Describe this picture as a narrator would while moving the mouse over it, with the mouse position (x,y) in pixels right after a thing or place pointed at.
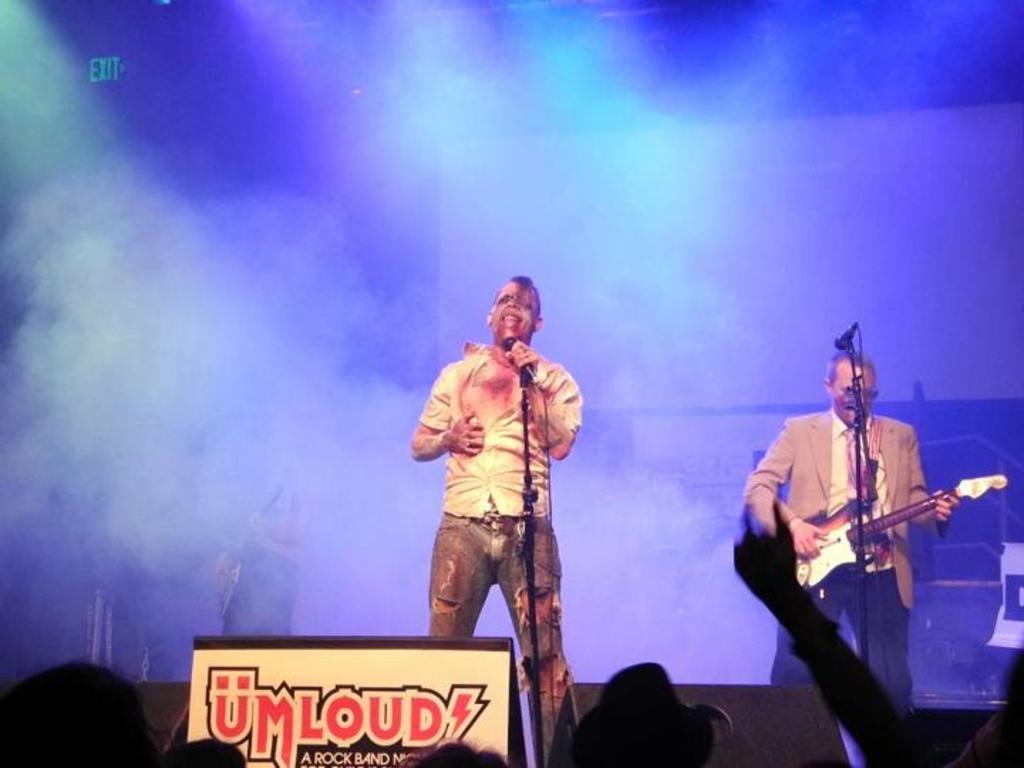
In this picture we can see two men (501,463) where one is playing guitar (971,494) and other is singing on mic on stage (745,690) and in background (335,525) we can see some person (255,589) and it is smoky.
